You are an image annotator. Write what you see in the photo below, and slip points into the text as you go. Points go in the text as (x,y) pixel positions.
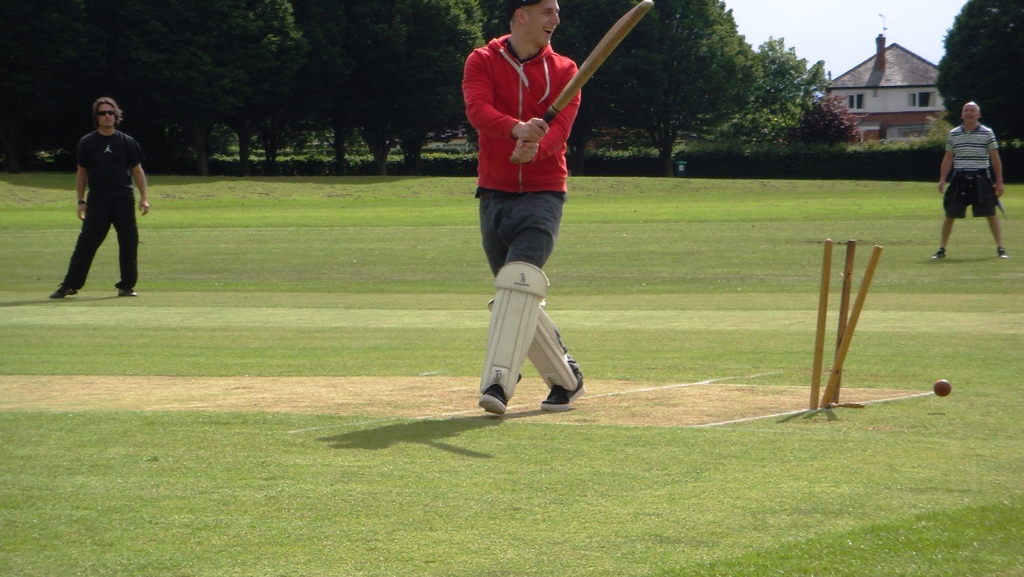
In this image, there are a few people (521,32). Among them, we can see a person (493,122) holding a bat (592,59). We can see the ground (722,404) with some grass (665,178) and some objects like wickets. We can also see a ball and a house (871,59). There are a few plants (706,161) and trees (695,136). We can also see the sky (824,18).
